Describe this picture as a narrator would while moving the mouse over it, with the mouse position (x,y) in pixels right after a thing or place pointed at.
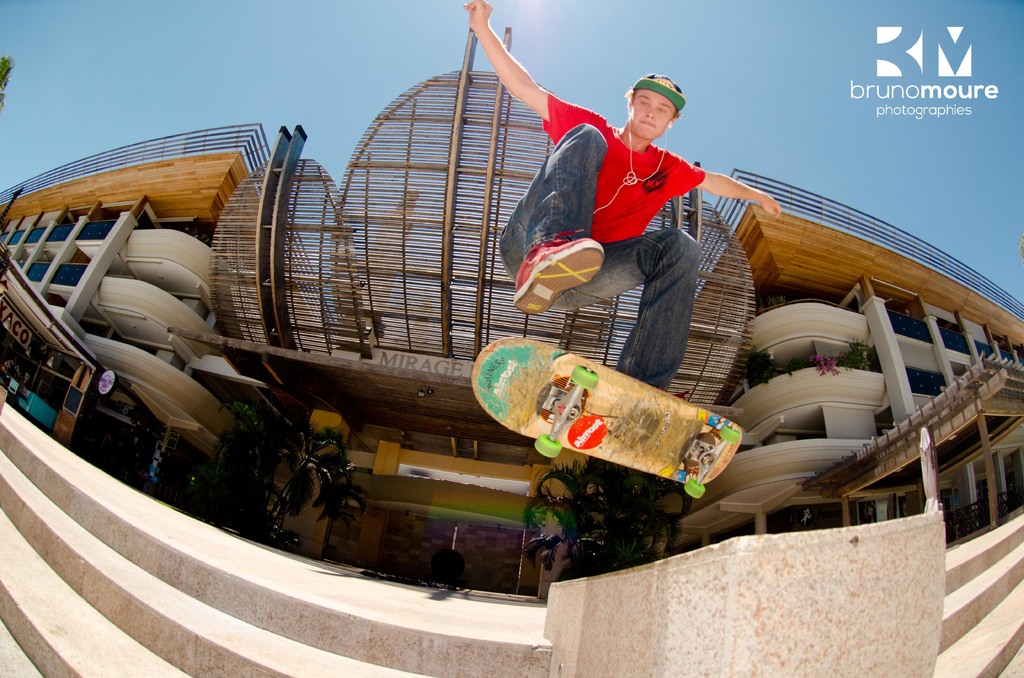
In the picture I can see a person (588,248) and a skateboard (568,381) in the air. In the background (511,439) I can see a building (455,352), steps (309,619), the sky (233,114), trees (592,565) and some other objects (727,559). On the top right corner of the image (890,36) I can see a watermark (854,78).
